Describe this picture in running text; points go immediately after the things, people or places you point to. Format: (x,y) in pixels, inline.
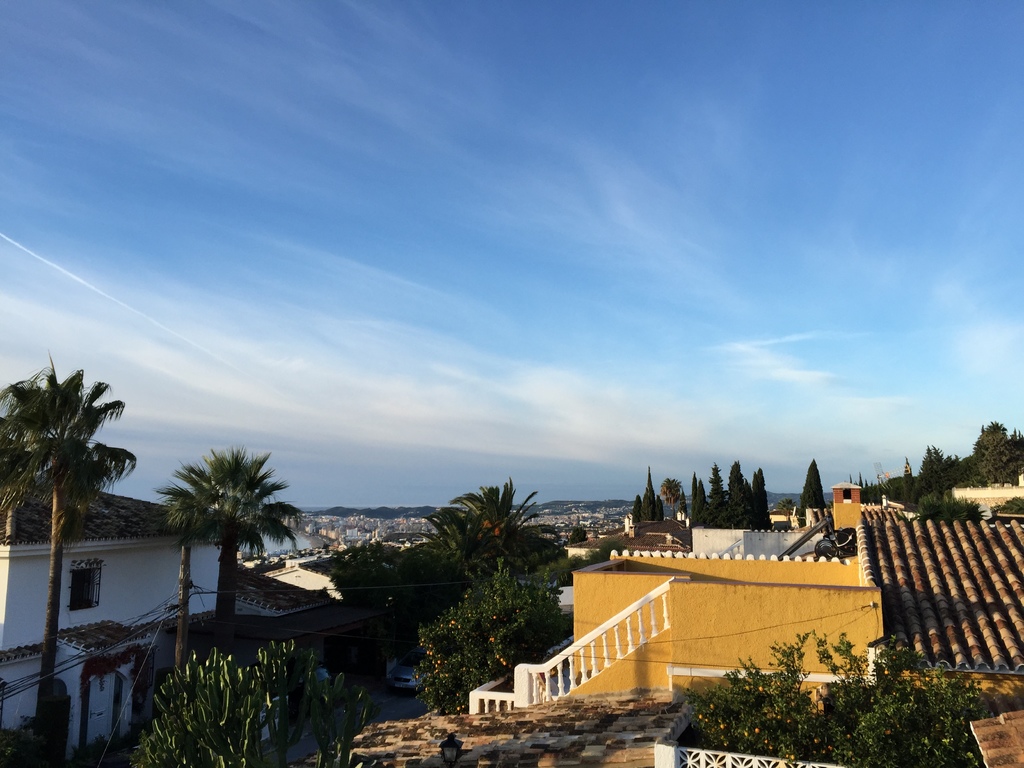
We can see buildings (515,764), plants (425,686), trees (559,566), light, car (407,672) on the road (394,697) and pole (179,627) with wires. In the background (517,455) we can see sky (532,394) with clouds (579,431).
